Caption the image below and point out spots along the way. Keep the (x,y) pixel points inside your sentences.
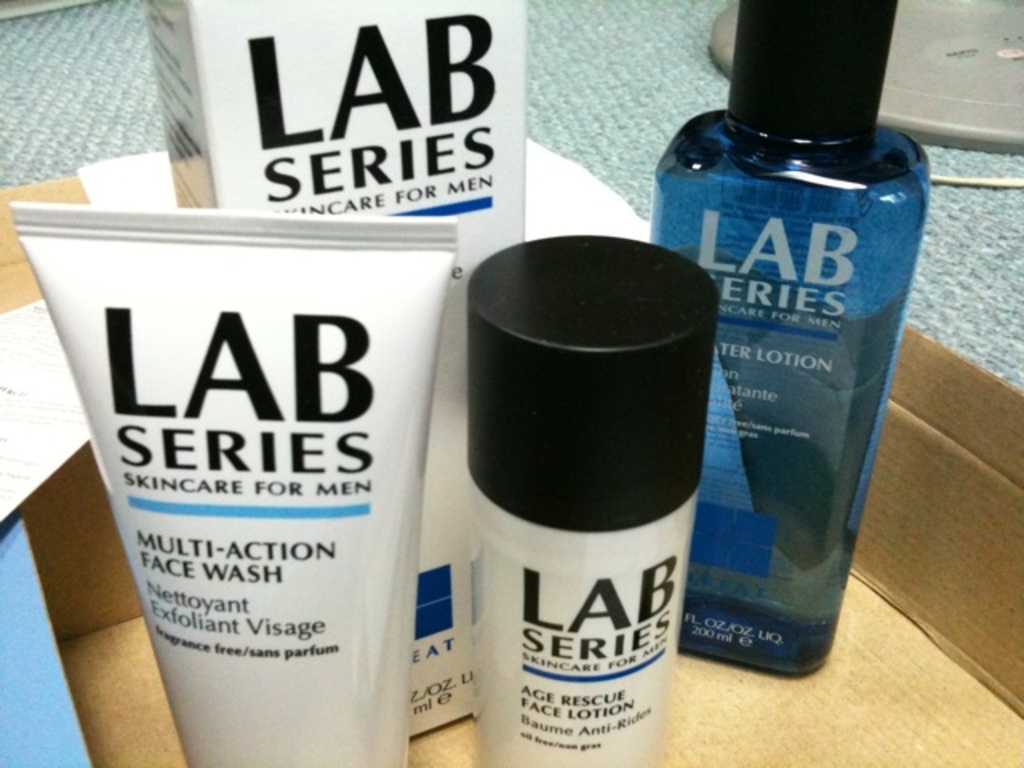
In this picture I can see there are some lotion (760,427), face wash (291,578) and these are placed in the carton box (910,713) and these are placed on the grey surface (65,121).
